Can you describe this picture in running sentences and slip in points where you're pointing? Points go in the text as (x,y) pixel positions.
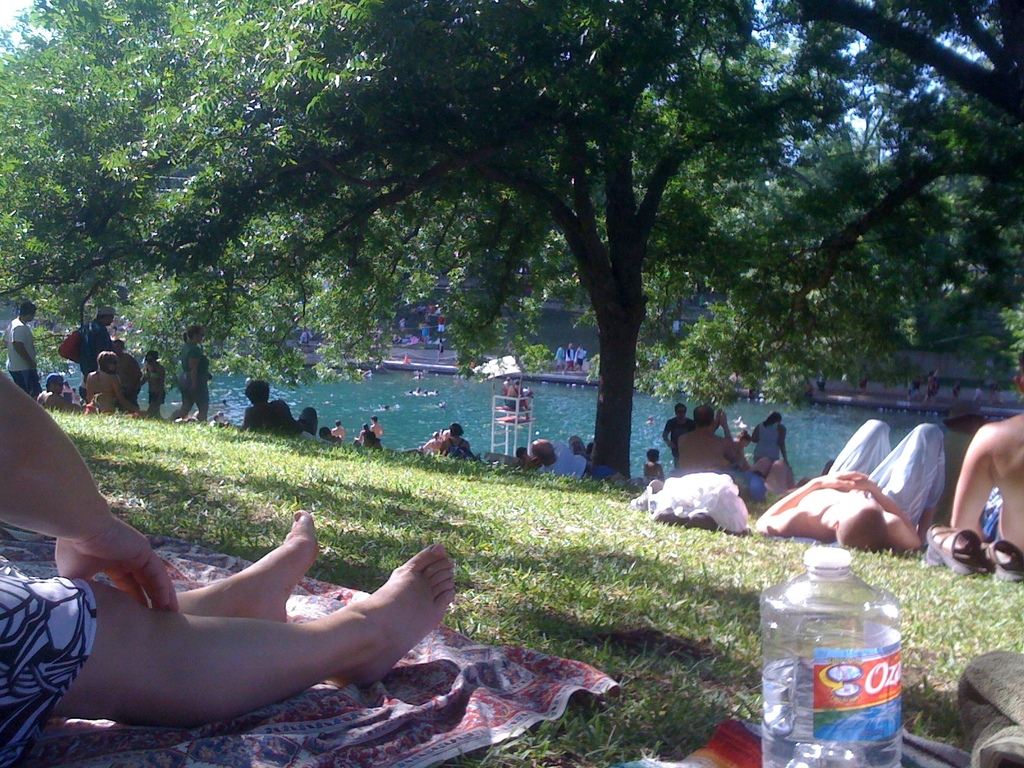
In this image we can see some person's (18,589) resting on ground (584,504) and there is some grass (737,688) and some objects (844,655) on floor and in the background of the image (628,410) there are some trees (607,452) and water (423,397).
